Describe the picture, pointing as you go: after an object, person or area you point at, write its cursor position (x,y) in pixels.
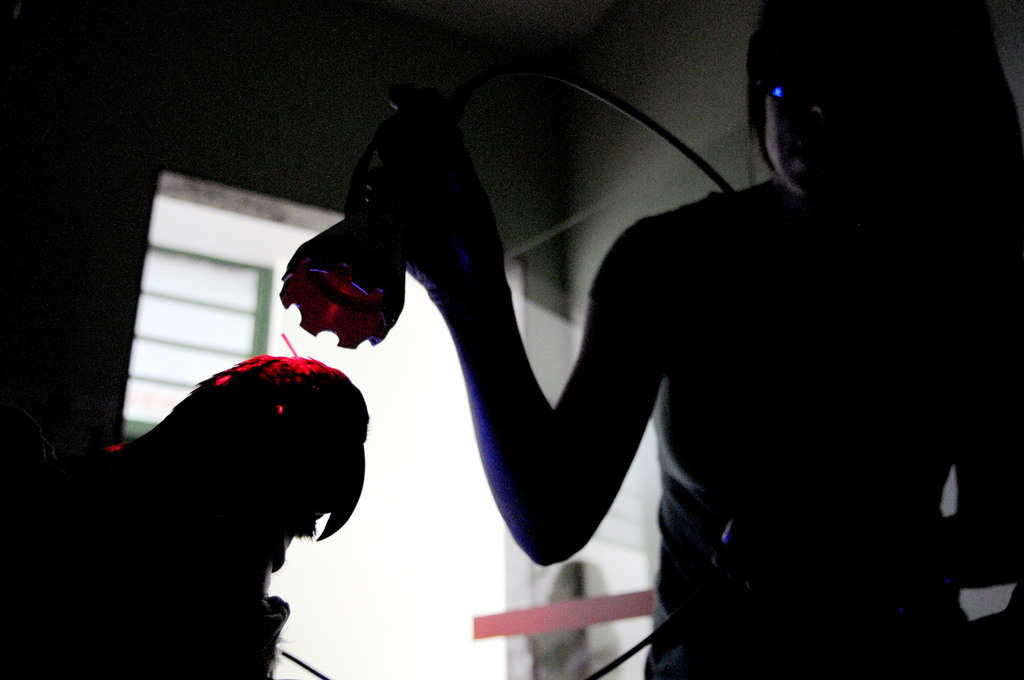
This image is taken indoors. On the right side of the image (810,444) there is a person (876,31) holding a torch (370,263). On the left side of the image (240,463) there is a parrot (186,502). In this image the background (88,316) is a little dark and there is a wall (569,220) with a window (242,337).
